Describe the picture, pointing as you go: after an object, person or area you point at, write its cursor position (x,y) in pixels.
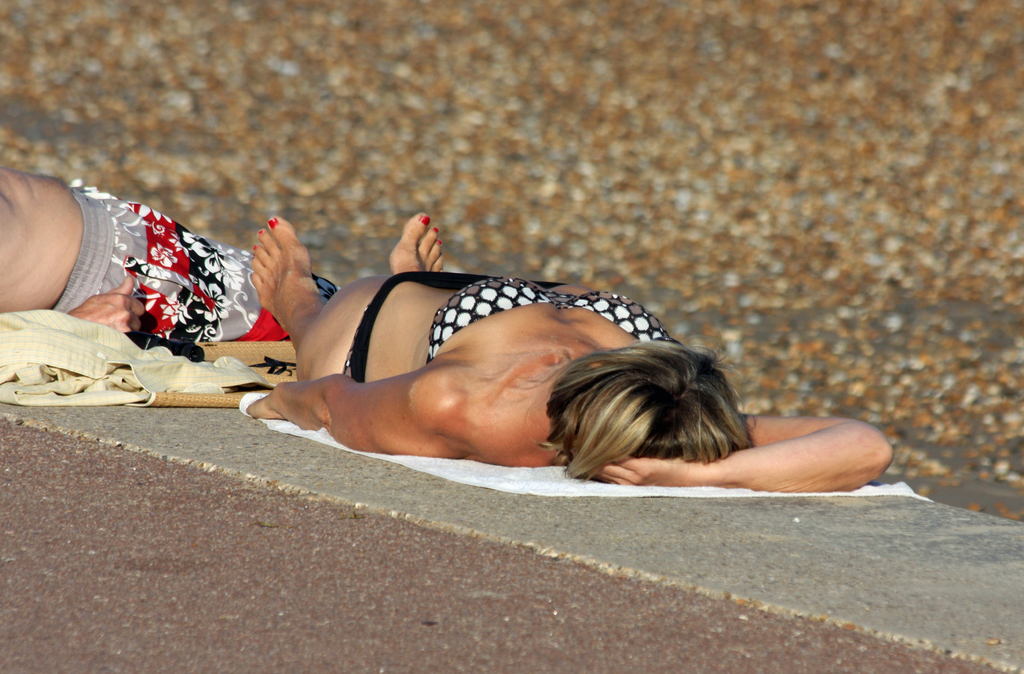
In the image we can see a woman (337,345) and a man (228,319) lying. Here we can see cloth (85,363), solid surface (386,562) and the background (812,91) is blurred.
